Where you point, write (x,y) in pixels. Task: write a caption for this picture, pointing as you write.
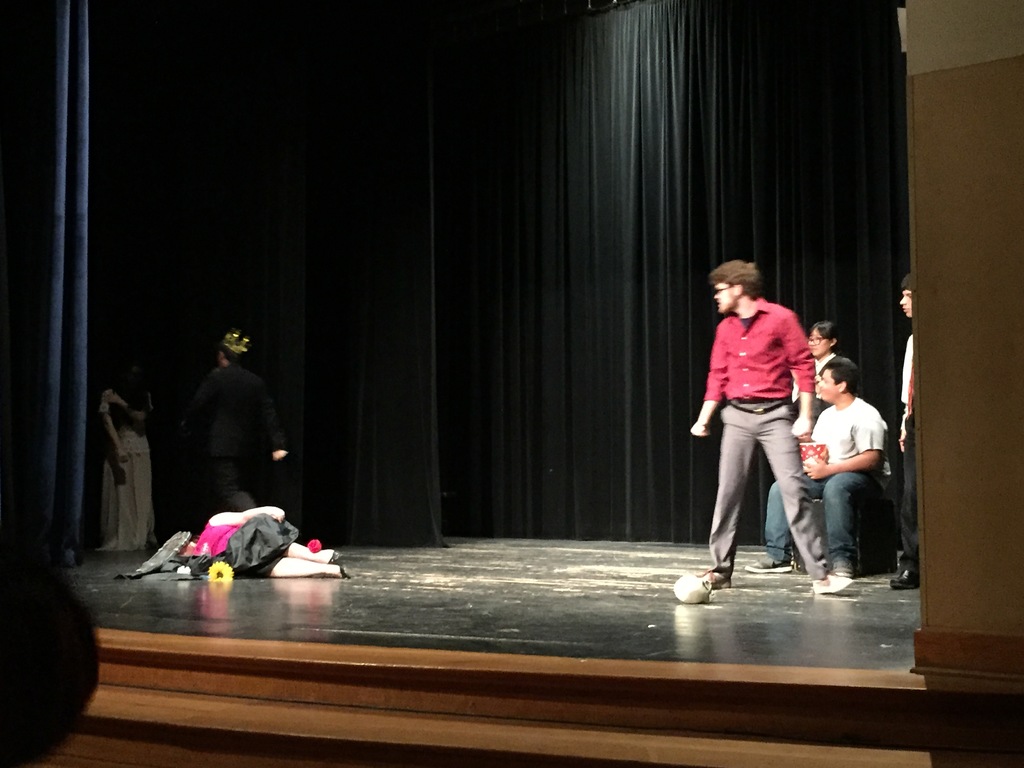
In the image there are few persons (754,423) standing on right side (757,342) and left side of the stage (354,738) and a woman (275,530) laying in the left side (215,570) with a flower (228,566) and in the back (451,284) there is curtain (579,249).
